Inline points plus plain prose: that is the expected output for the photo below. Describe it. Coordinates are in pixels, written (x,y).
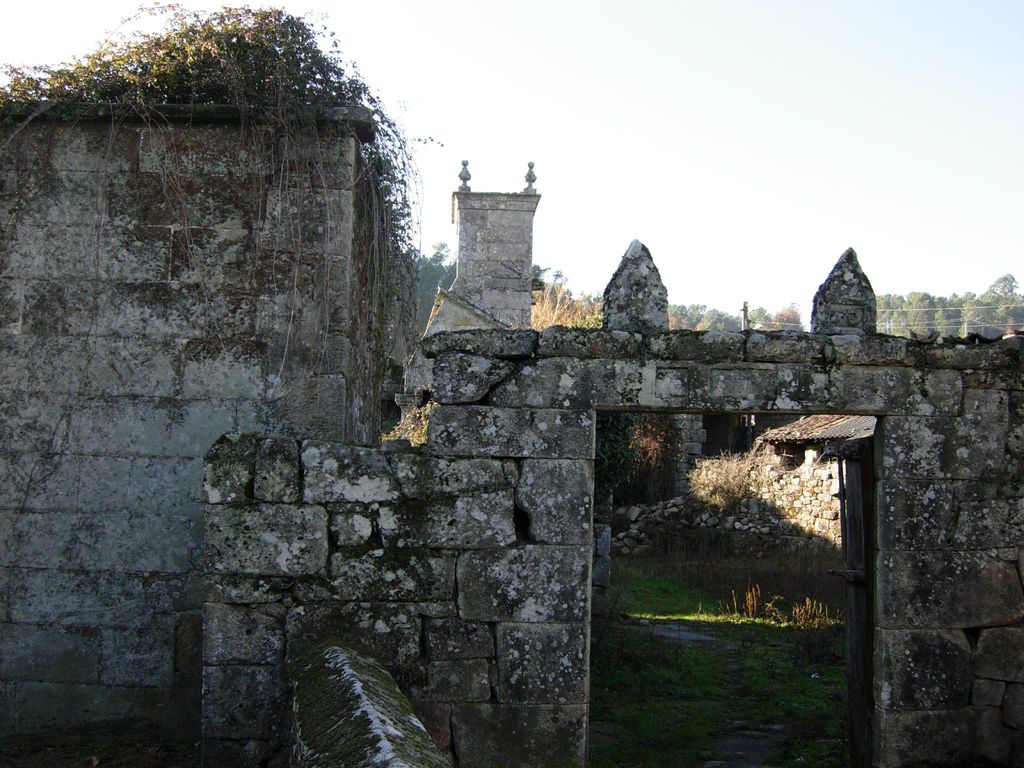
In the image there is an ancient building (474,327) in the front (723,357) with grassland (619,578) inside it and in the back (926,325) there are trees (907,307) and above its sky (701,112).
